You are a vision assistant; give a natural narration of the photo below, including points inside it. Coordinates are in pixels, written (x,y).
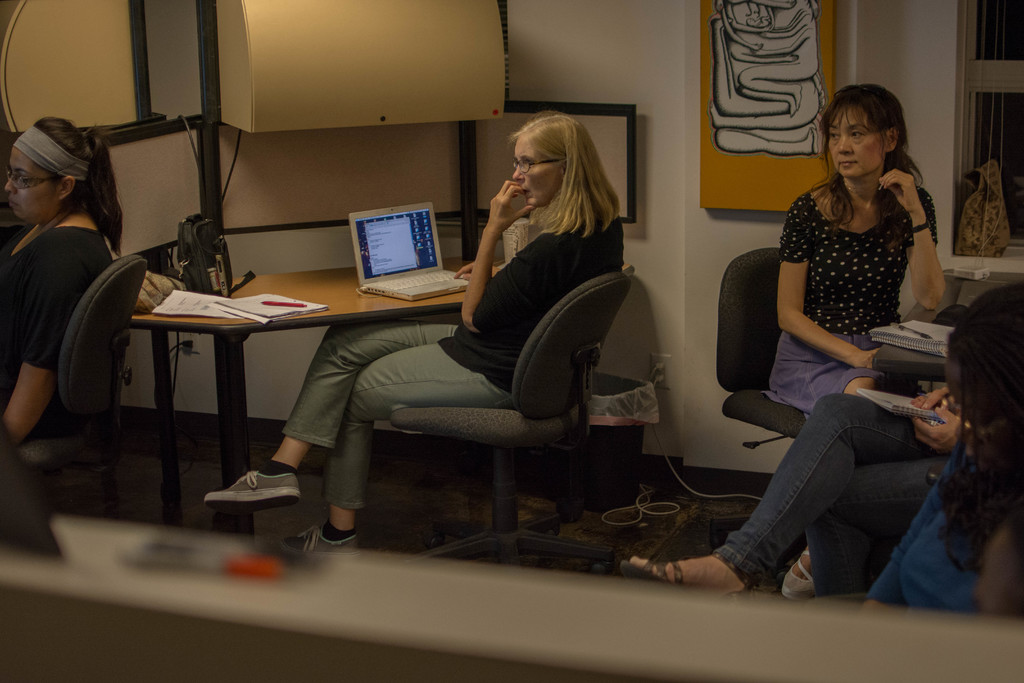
In this image I see 5 women (1013,601) and all of them are sitting and there are tables (969,623) over here and a laptop (353,214) a few books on it. In the background (680,376) I see the wall (189,37) and the window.
